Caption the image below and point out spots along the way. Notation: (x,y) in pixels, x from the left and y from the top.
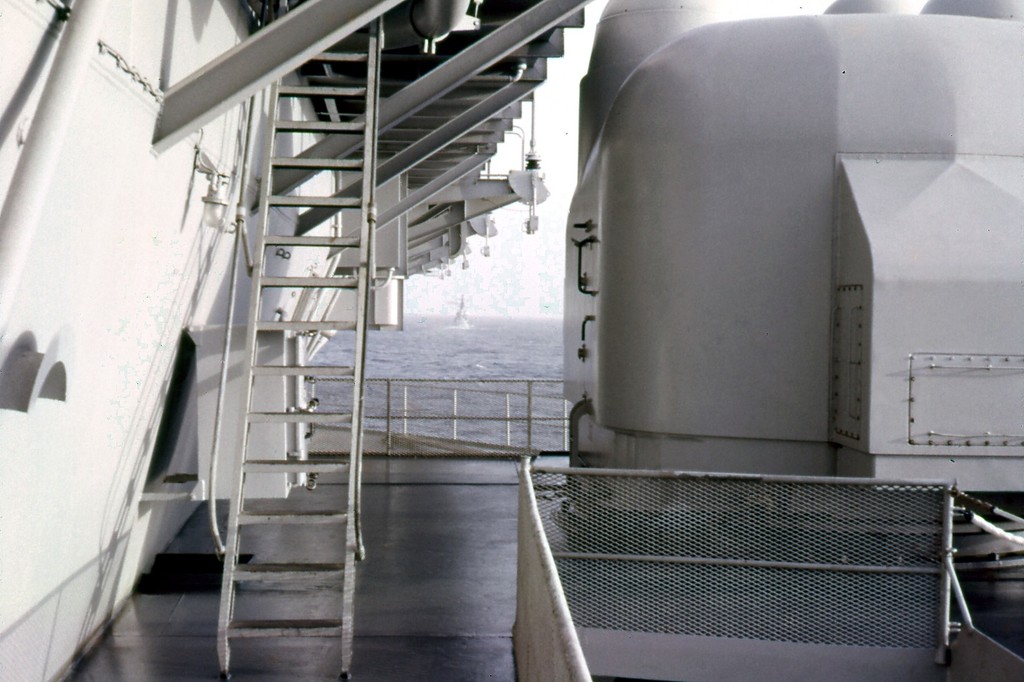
In this image we can see staircase (313,517), railings (345,420), iron grills (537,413), sky (493,278) and water (479,326).
